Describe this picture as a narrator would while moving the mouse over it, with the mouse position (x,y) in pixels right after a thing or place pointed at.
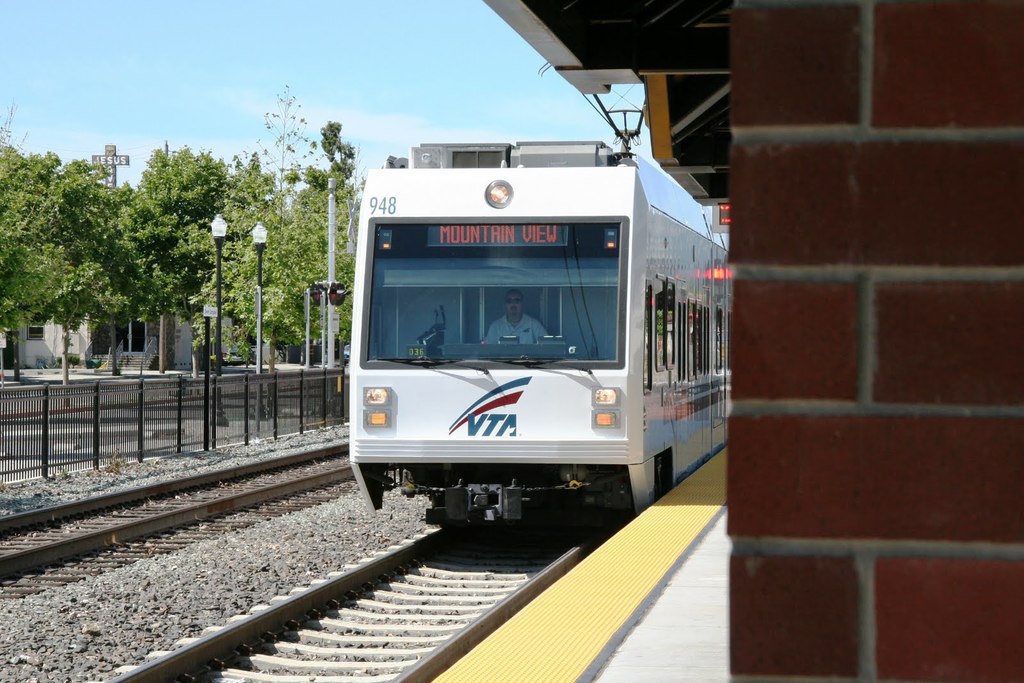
There are railway tracks (223,678). Near to that there are stones (113,489). Also there is a train (455,466) on the track (365,588). Inside the train (577,297) there is a person (519,325) sitting. Also something is written on the train (447,334). On the right side (864,277) there is a brick wall (804,341). In the back (140,382) there are railings (153,389), trees (208,259), light poles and sky (227,48).
